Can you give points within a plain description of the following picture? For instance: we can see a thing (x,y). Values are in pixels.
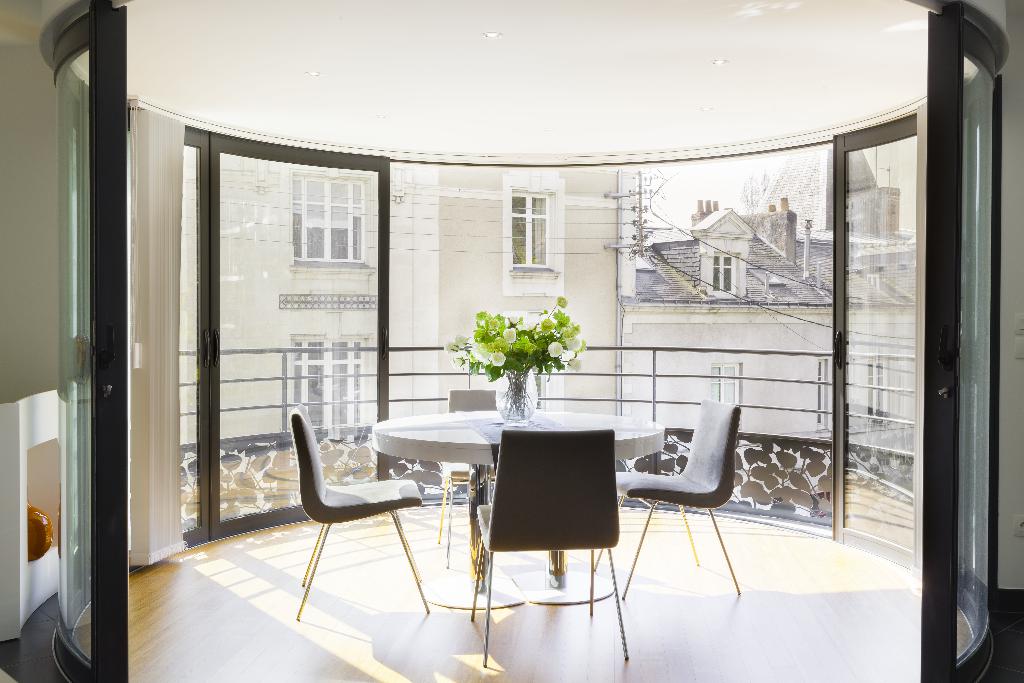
This is a table (463,443) with a flower vase (536,397) and flowers (531,350) in it. This table (592,414) is white in color. There are four empty chairs (541,533). This looks like a curtain (155,393) and it seems like a balcony (824,506) covered with glass windows (333,274). At background (521,257) I can see building (592,269) and some kind of current pole (648,234).
